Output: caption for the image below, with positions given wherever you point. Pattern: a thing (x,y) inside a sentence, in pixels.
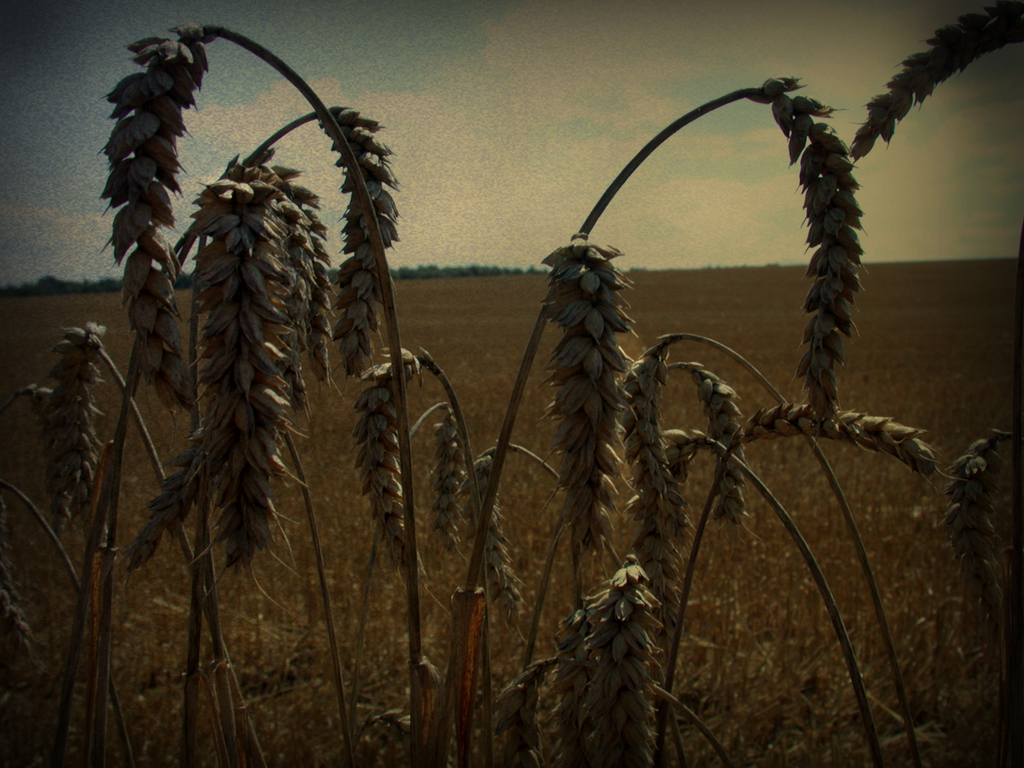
In this picture I can see plants (520,593) and grass (676,361) on the ground (20,363) and I can see few trees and a blue cloudy sky (575,127).
